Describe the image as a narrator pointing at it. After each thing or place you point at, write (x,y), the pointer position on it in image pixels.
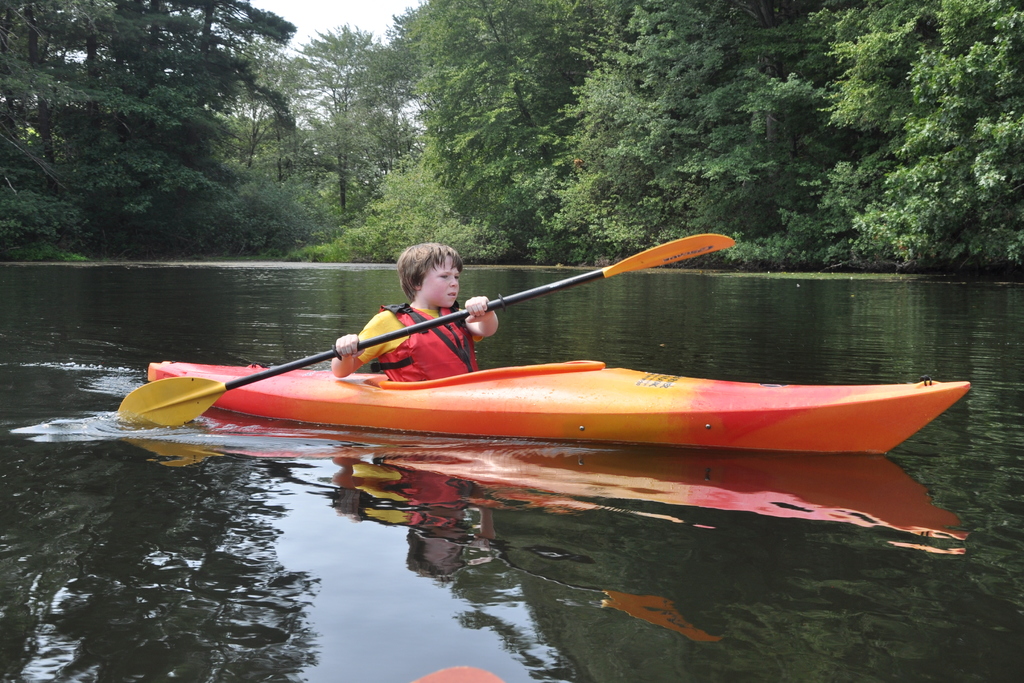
Above this water (508,530) there is a boat (544,396). This person (432,291) is holding a paddle (380,339). Background (124,122) we can see trees (304,134).
